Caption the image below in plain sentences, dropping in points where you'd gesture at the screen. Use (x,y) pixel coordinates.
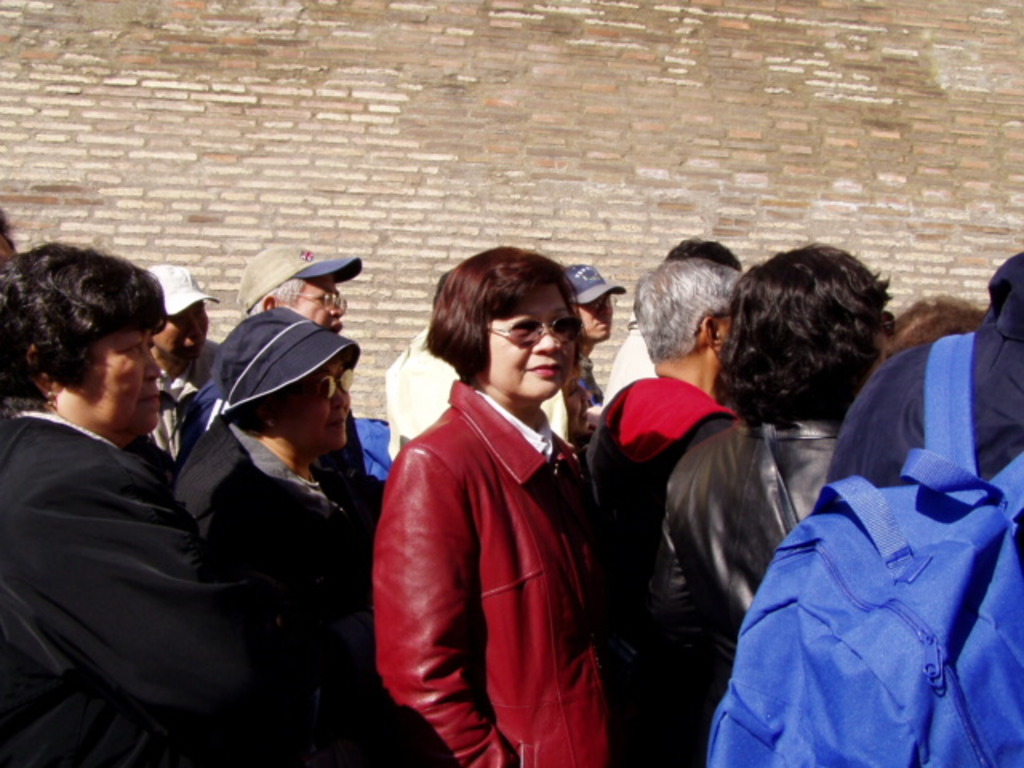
In this picture we can see a group of people (287,474) standing on the path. Behind the people (306,433) there is a wall (405,147).
